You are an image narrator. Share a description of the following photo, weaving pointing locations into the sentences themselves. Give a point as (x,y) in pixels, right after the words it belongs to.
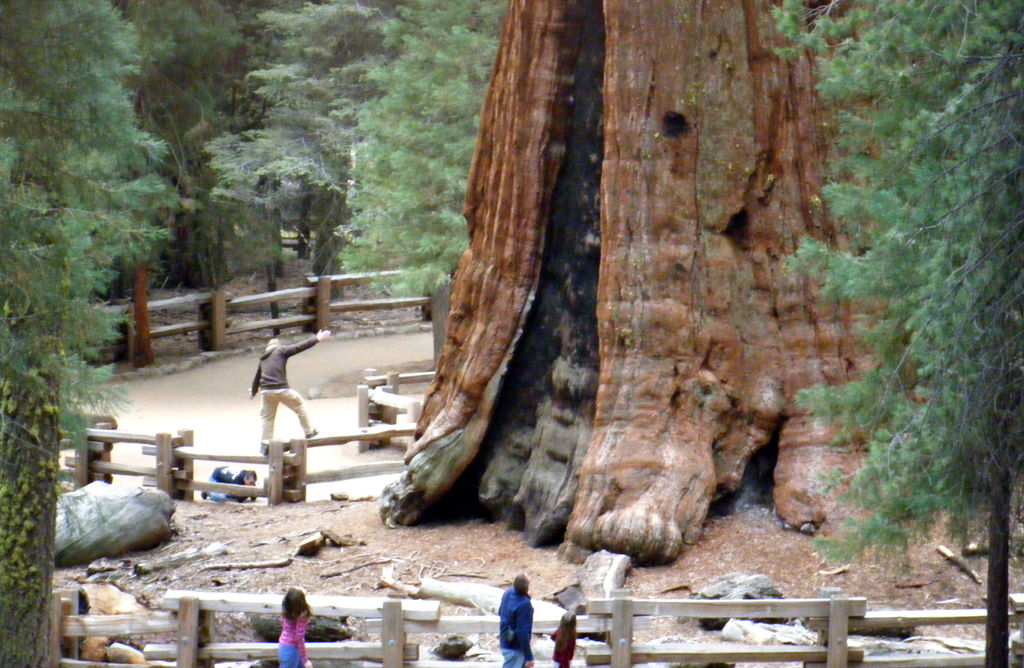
In this image I can see number of trees (629,527) and I can also see few people (264,420) are standing in the center of this image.
